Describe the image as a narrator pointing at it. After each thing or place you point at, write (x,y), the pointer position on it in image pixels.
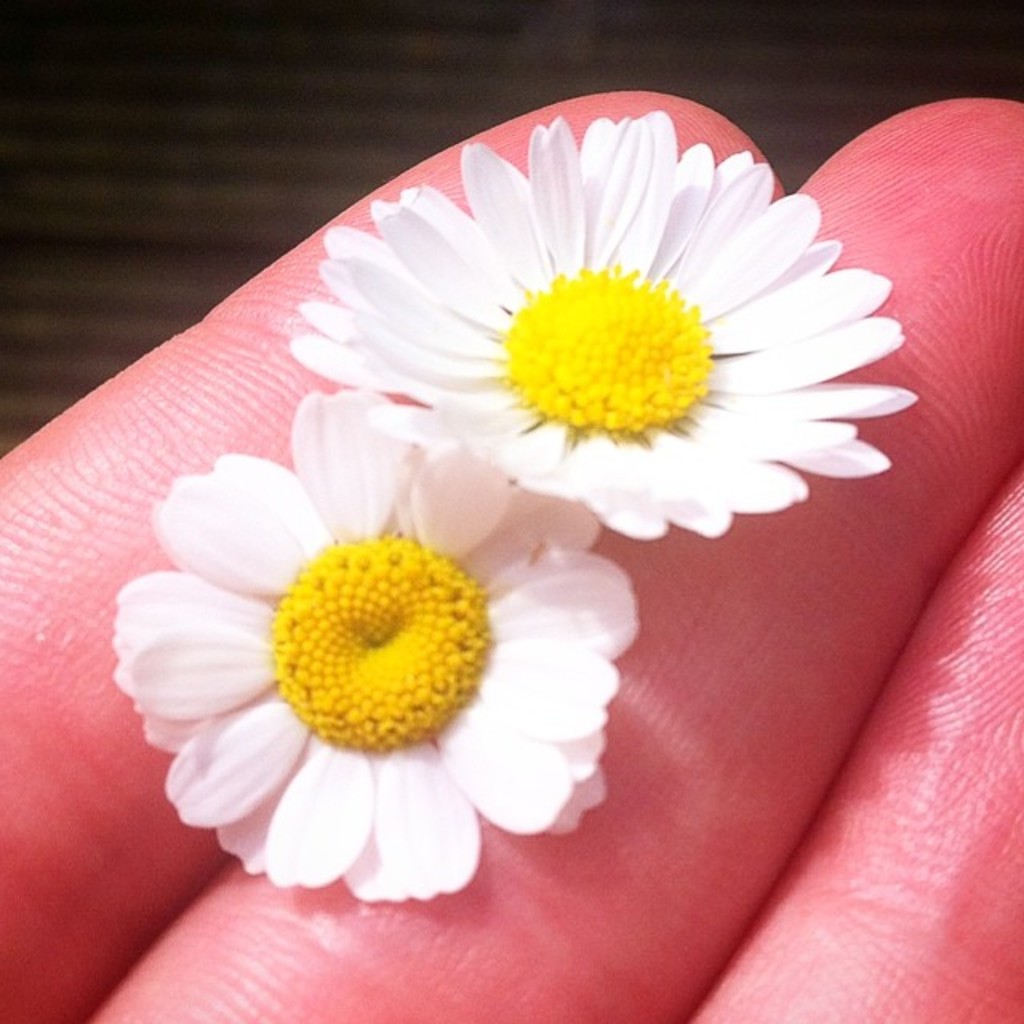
Here we can see two flowers (577,559) on a person fingers (70,955). In the background (279,76) the image is not clear.
